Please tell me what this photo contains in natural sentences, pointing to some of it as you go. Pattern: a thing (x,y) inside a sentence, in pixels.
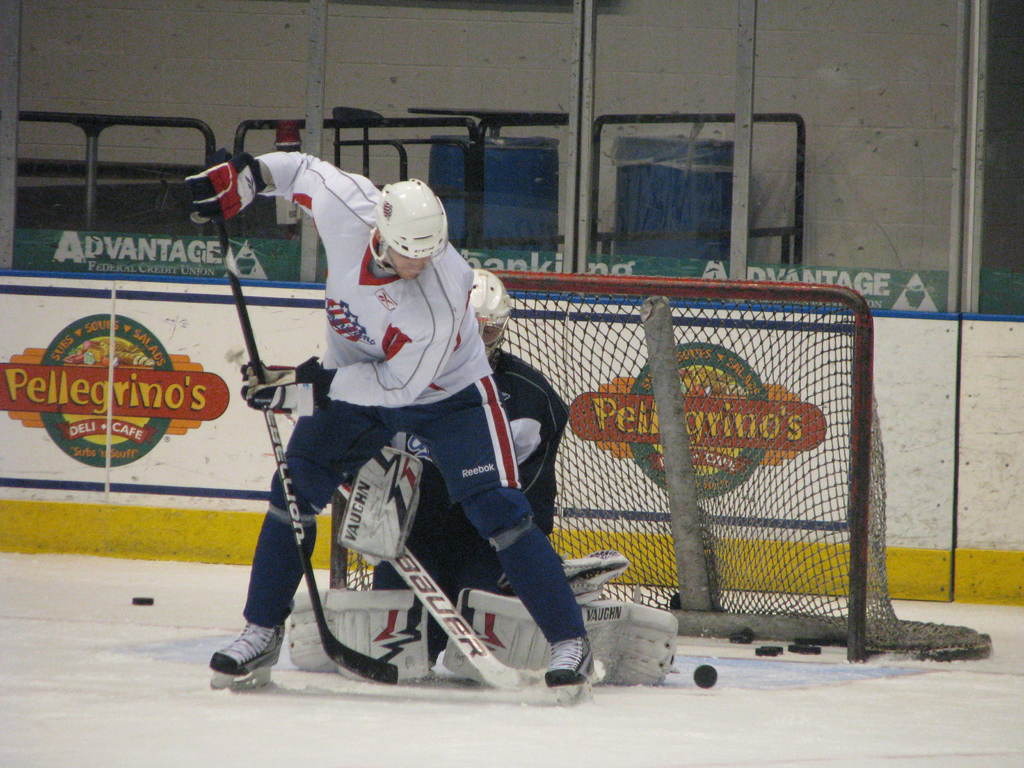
In the center of the image (433,495) we can see two persons (445,533) are playing ice hockey and they are holding hockey sticks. And we can see they are wearing helmets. In the background (599,525) there is a wall (1004,125), banners (818,273) with some text (739,421), one goal post (698,297) and a few other objects (733,138).
